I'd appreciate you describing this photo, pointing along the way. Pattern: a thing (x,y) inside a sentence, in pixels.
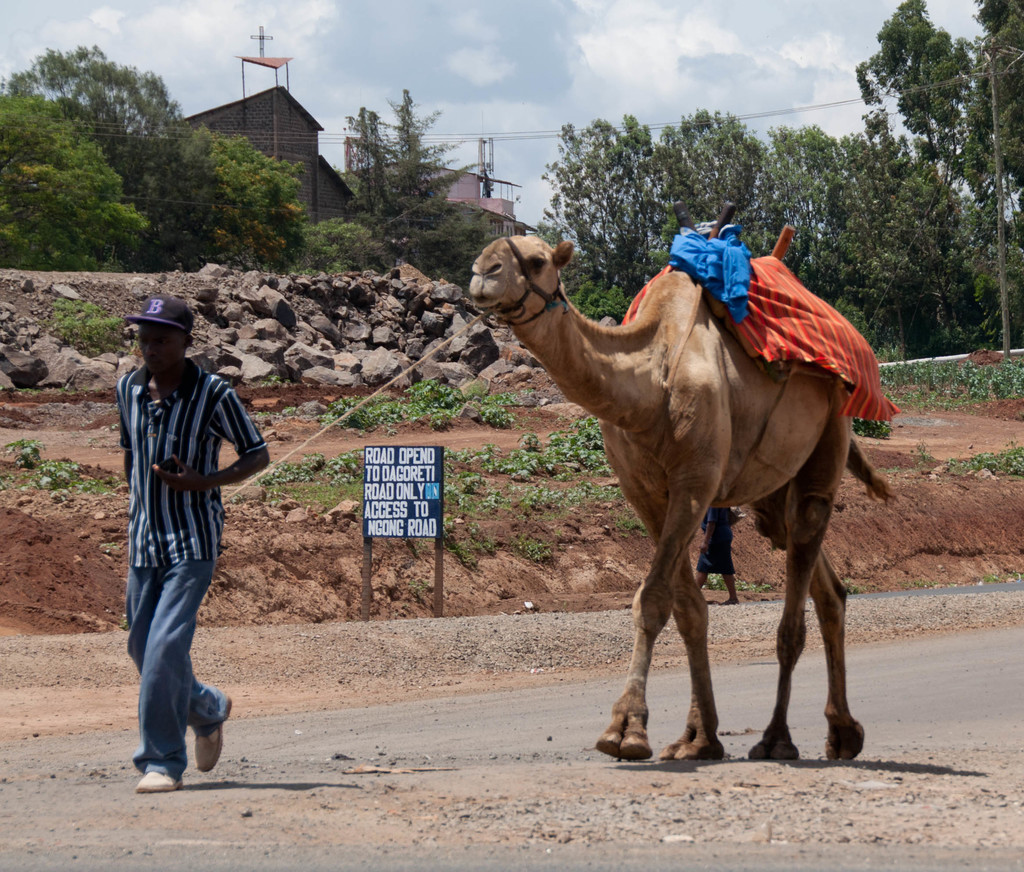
In this image, we can see a camel (673,514) and a man (177,553) walking on the road (359,758), we can see a sign board (417,537), there are some rocks (203,287), there are some trees (442,219), we can see buildings (266,146), at the top (523,34) we can see the sky (432,25).
